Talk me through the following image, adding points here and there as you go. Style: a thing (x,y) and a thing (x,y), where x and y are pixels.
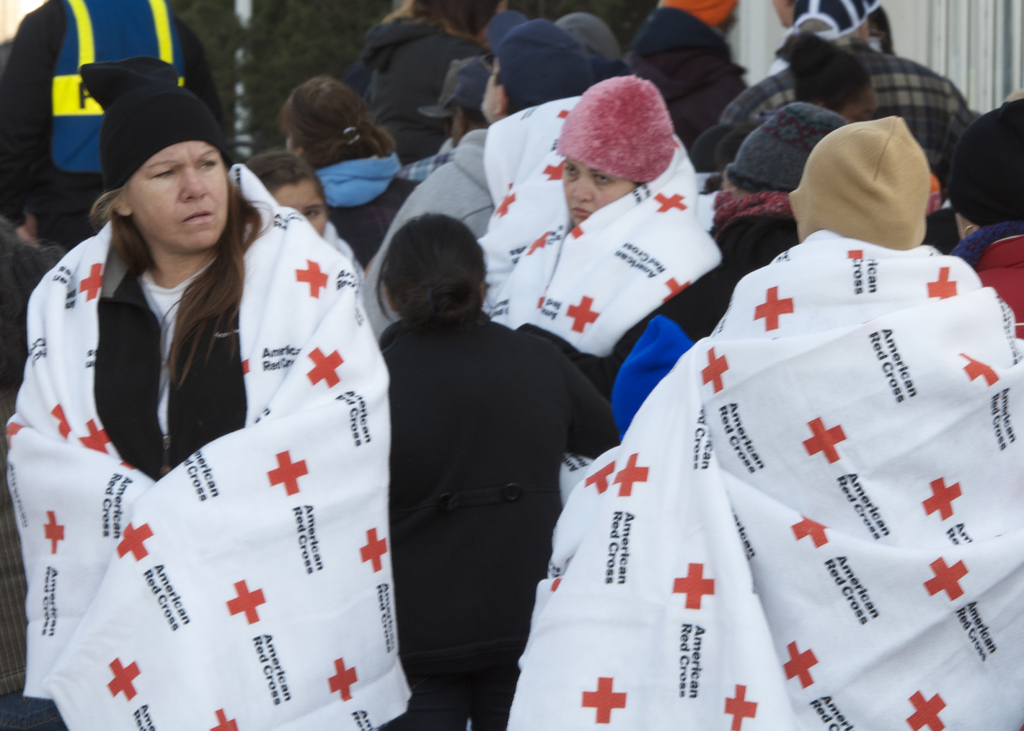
In this image there are a few people (518,271).
